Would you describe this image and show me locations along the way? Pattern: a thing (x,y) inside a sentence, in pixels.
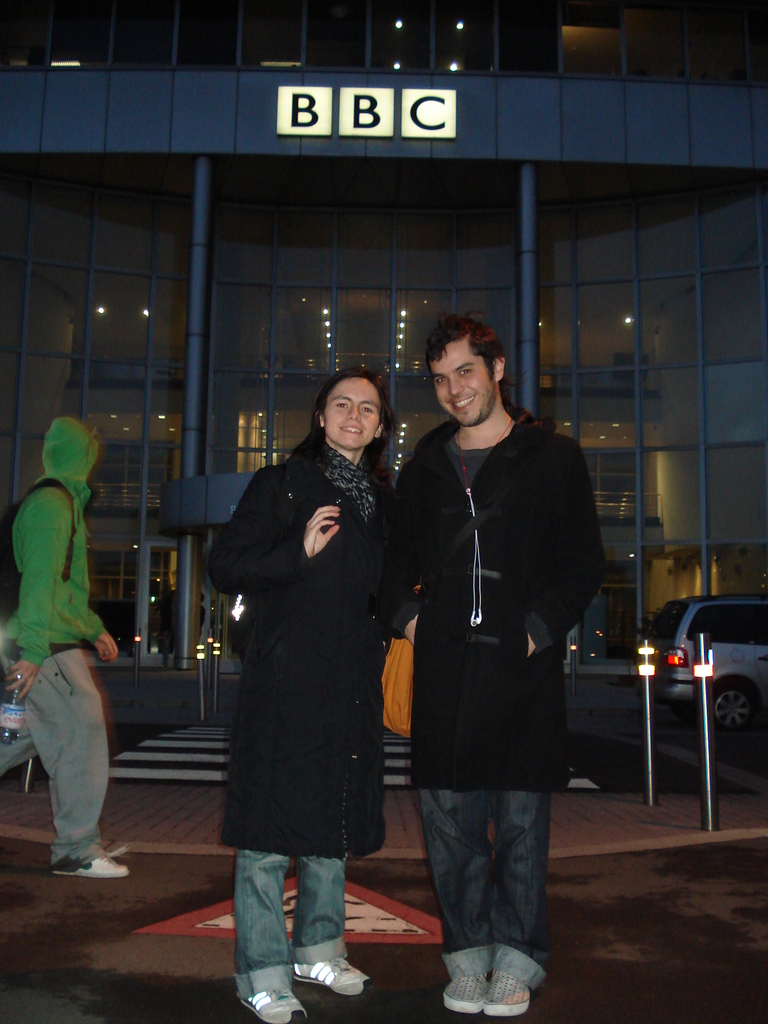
Here in this picture we can see a couple (430,614) standing on the road (318,1021) over there, both of them are wearing black colored coats (360,729) and smiling and on the left side (36,534) we can see a person (64,518) walking over there with a green colored jacket (33,622) on him and wearing a bag (69,572) and holding a bottle (2,733) in his hand (15,671) and we can also see cars (687,621) present on the road (609,681) over there and behind them we can see a building (279,379) present, with company's logo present on it over there.
